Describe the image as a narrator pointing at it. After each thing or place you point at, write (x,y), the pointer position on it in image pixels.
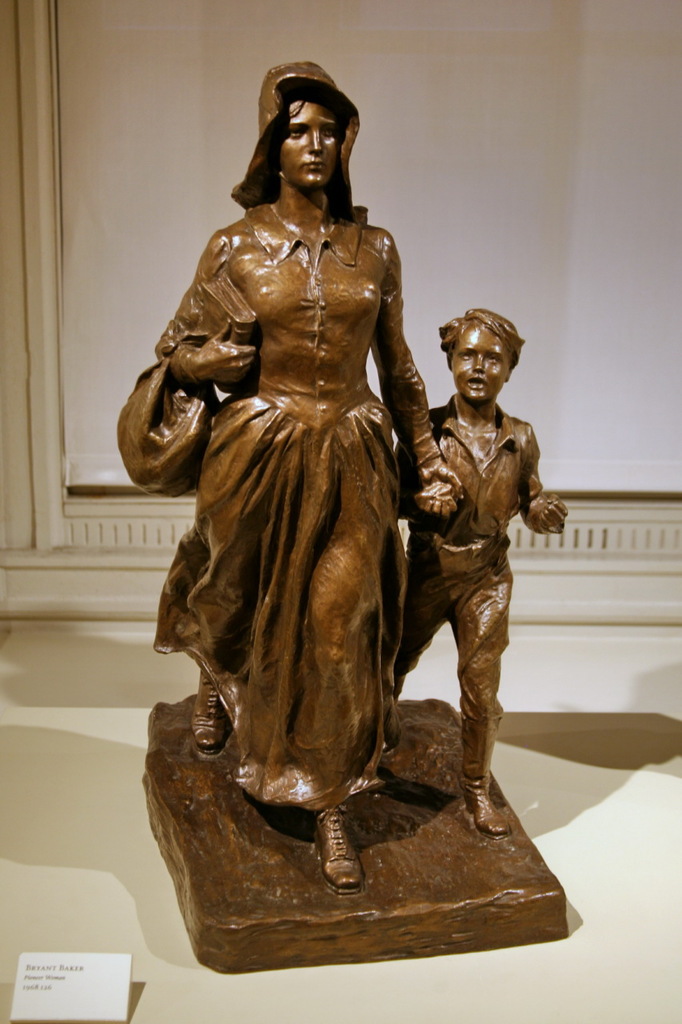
In the front of the image (331,556) there is a statue (361,616) on the white surface (434,979). In front of the statue (275,953) there is an information card (119,960). In the background of the image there is a board (407,157).
